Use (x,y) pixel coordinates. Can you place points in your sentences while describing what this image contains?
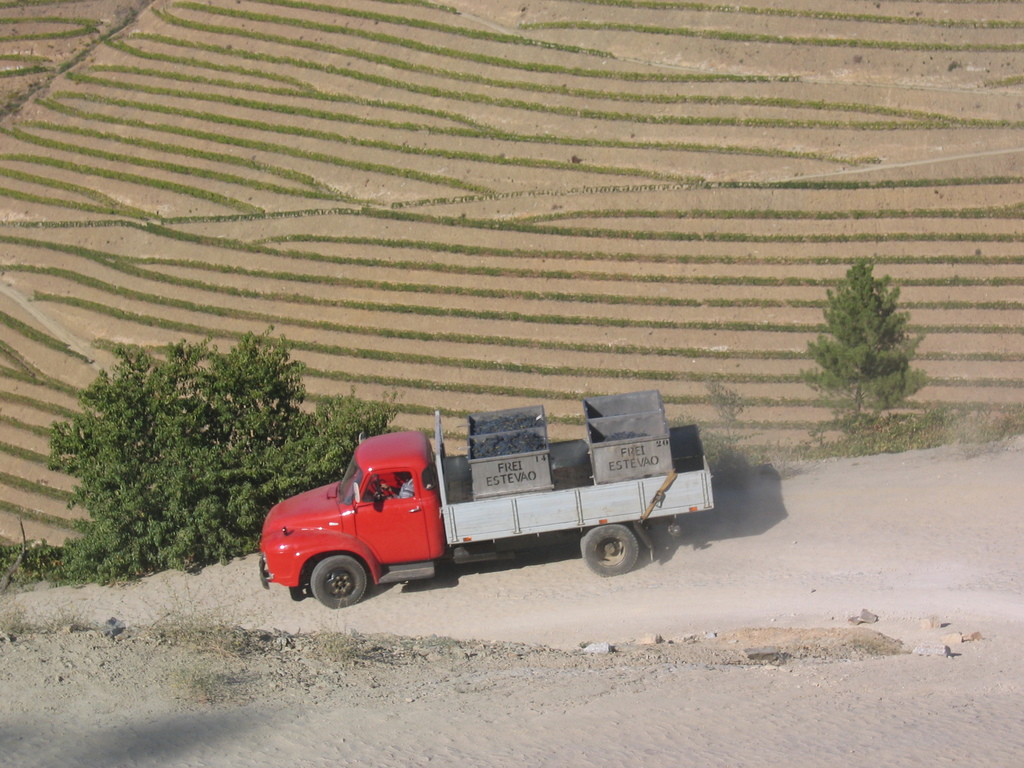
In the given image, I can see agricultural land (653,202), two trees (859,307), and small truck (645,534) after that, I can see a person (405,499) inside the truck (431,481), Who is driving, few stones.
